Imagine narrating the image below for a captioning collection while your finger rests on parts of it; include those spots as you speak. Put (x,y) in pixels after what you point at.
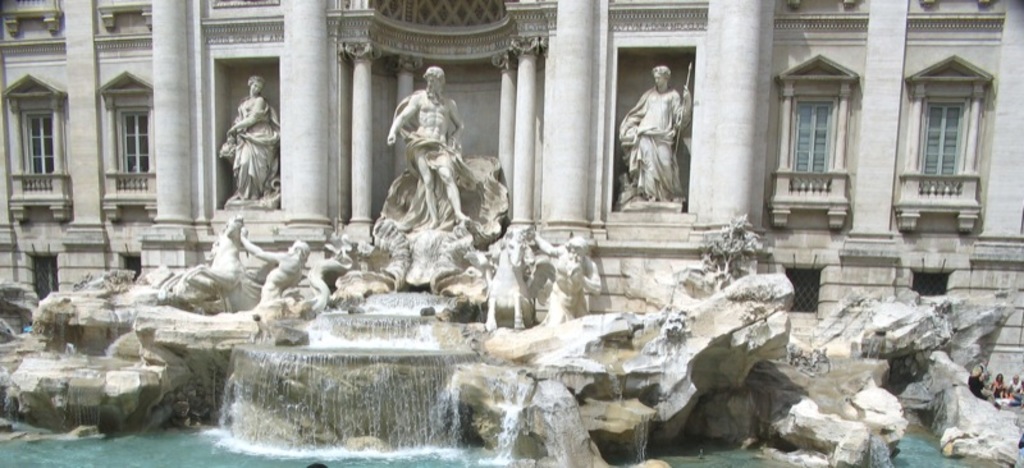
In this picture we can see a "Trevi fountain" (474,229) and on the right side of the fountain (601,340) there are some people (993,382) sitting. In front of the fountain (327,289) there is water (136,433) and behind the fountain (248,298) there is a building (206,67) and statues (656,117).
